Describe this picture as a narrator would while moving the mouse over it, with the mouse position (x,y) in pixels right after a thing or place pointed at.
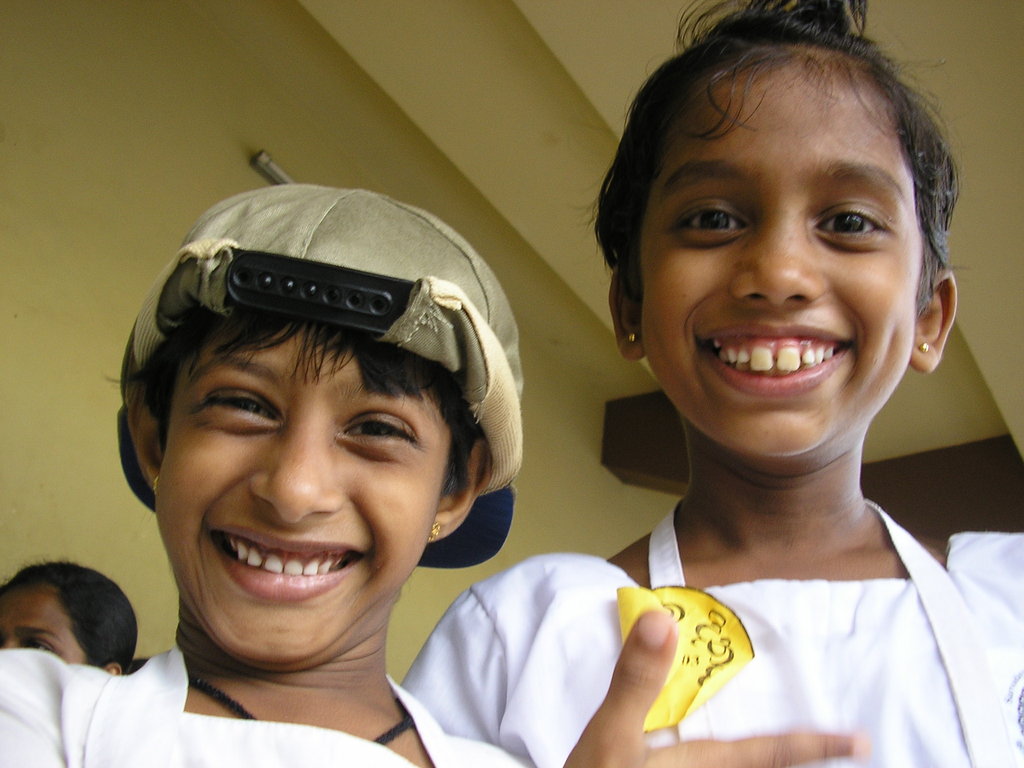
In this picture I can see at the bottom (359,683) there are girls (440,523), they are smiling and wearing white color dresses (480,684). In the background (609,537) there is a wall (579,541).
